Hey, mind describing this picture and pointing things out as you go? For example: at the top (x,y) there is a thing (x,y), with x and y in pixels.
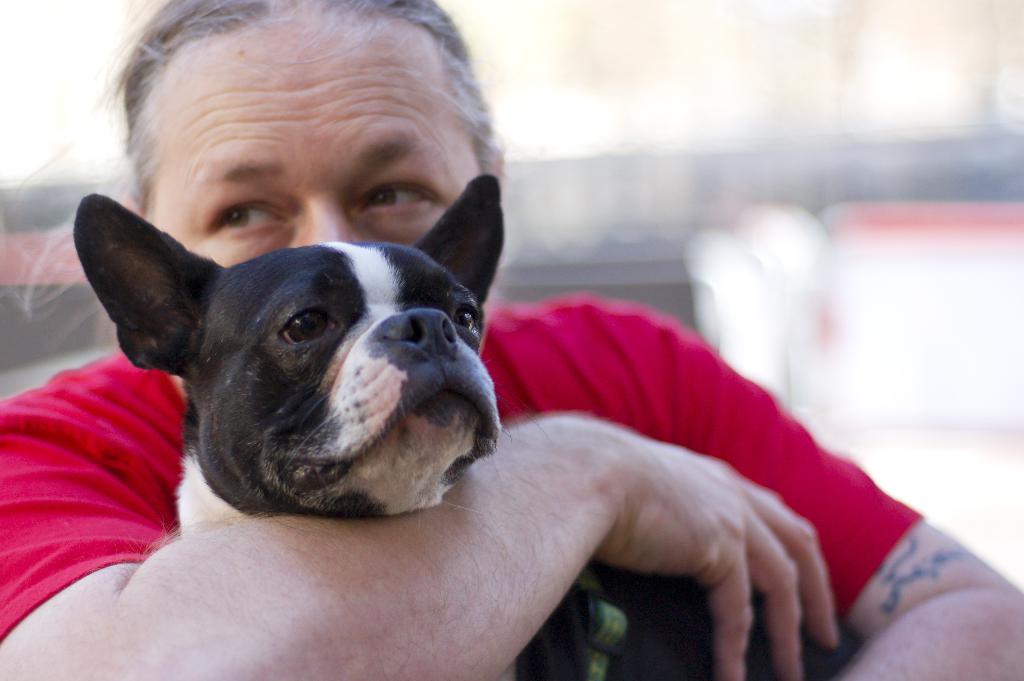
there is a person (642,414) holding a puppy dog (647,623).
